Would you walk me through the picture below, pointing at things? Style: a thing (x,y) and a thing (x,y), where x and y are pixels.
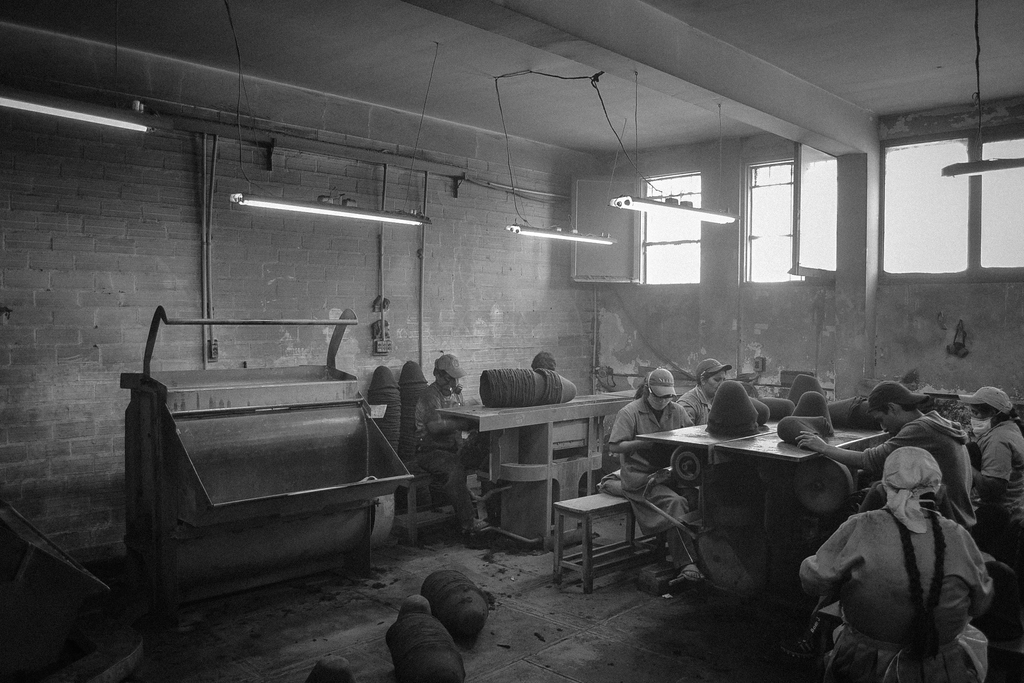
This is a black and white picture. There are many people (997,481) sitting wearing caps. There are tables (527,478) and benches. There are tube lights (390,217) hanging on ceilings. There are windows (784,258) and walls (231,280).
